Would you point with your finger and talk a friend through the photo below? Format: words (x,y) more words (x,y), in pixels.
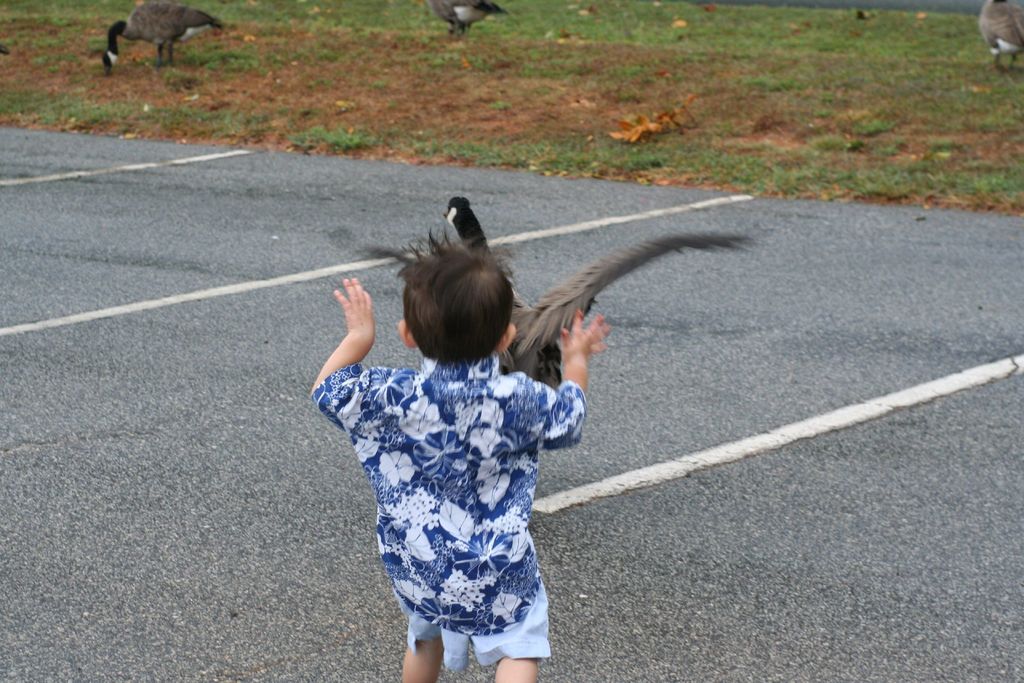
In this image I can see a boy (533,467) facing towards the back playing with a bird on the road (785,393). At the top of the image (91,104) I can see an open garden (833,154) with grass (443,43) and some birds (129,39).
